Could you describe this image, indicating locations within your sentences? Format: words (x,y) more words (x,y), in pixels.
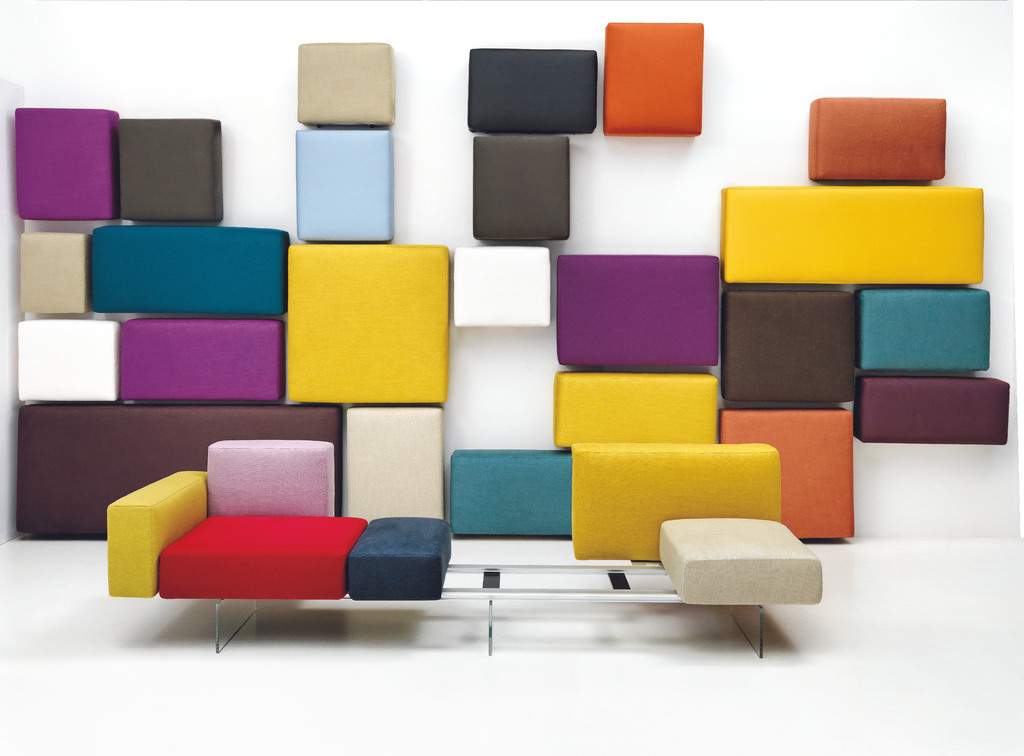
In this image we can see boxes (528,455) arranged in random rows.
